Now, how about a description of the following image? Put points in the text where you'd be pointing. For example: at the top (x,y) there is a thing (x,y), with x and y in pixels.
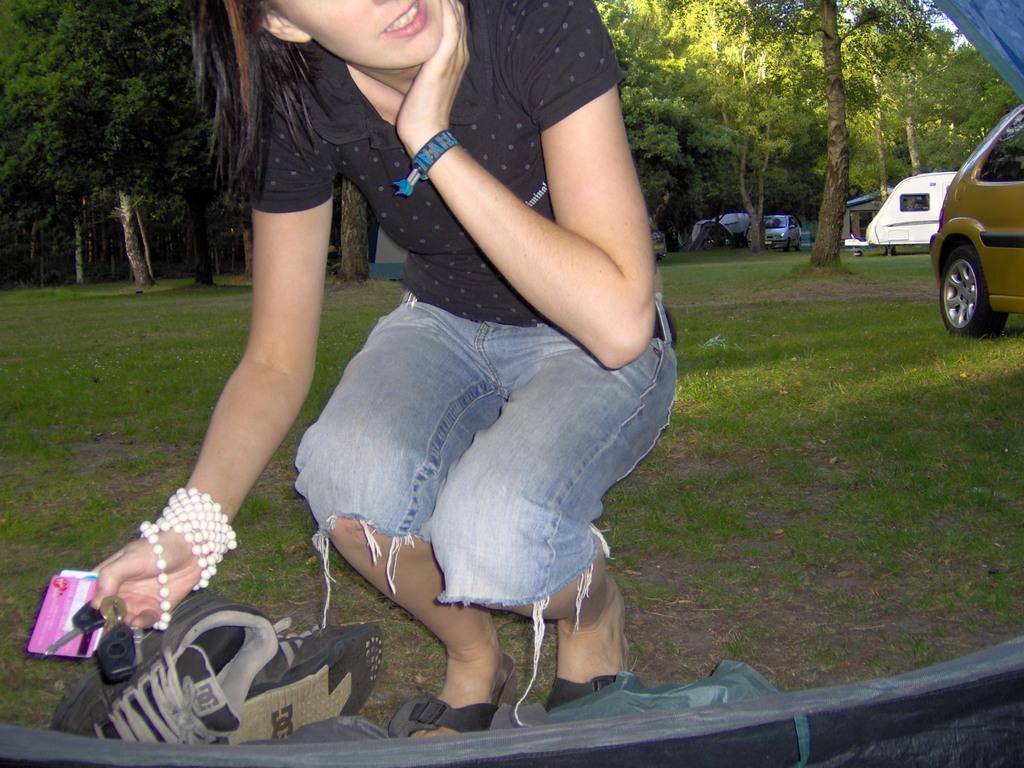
In this image we can see a woman (333,468) holding the cards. We can also see the pair of shoes (274,648), grass (712,440), vehicles (790,218) and also the trees (894,47). We can also see the object (1013,682) at the bottom (761,737).
